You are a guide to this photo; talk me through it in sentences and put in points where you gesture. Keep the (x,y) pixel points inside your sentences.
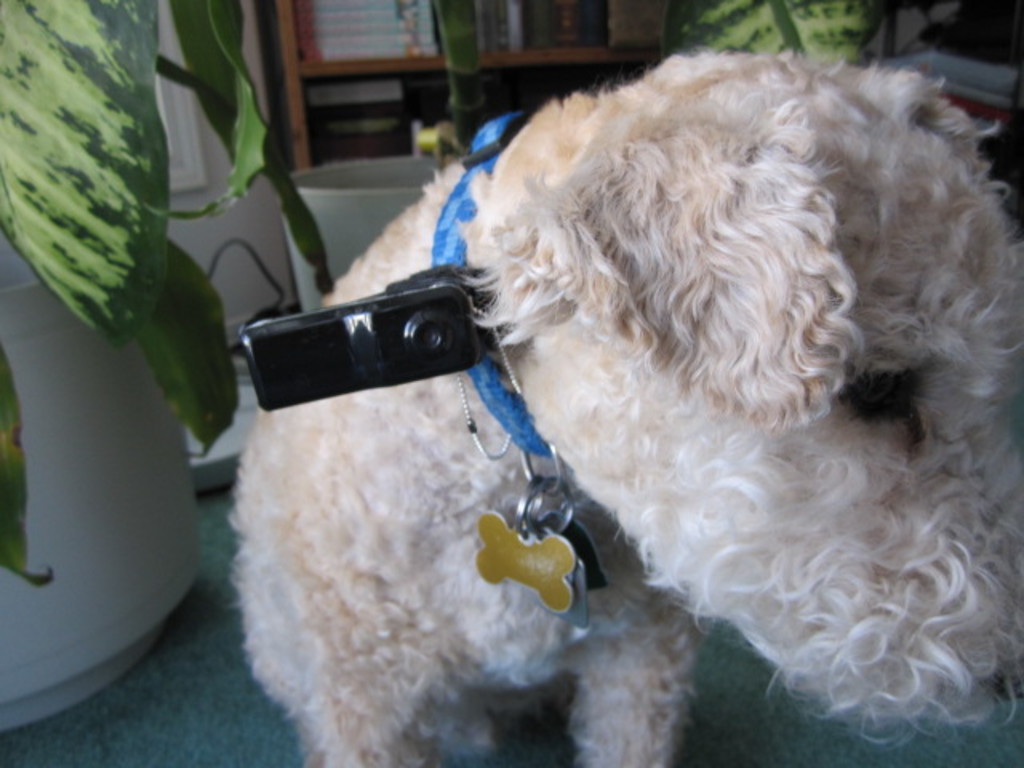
In this image we can see a dog (466,591) with dog belt (494,388) and we can see flower pots (14,592).
